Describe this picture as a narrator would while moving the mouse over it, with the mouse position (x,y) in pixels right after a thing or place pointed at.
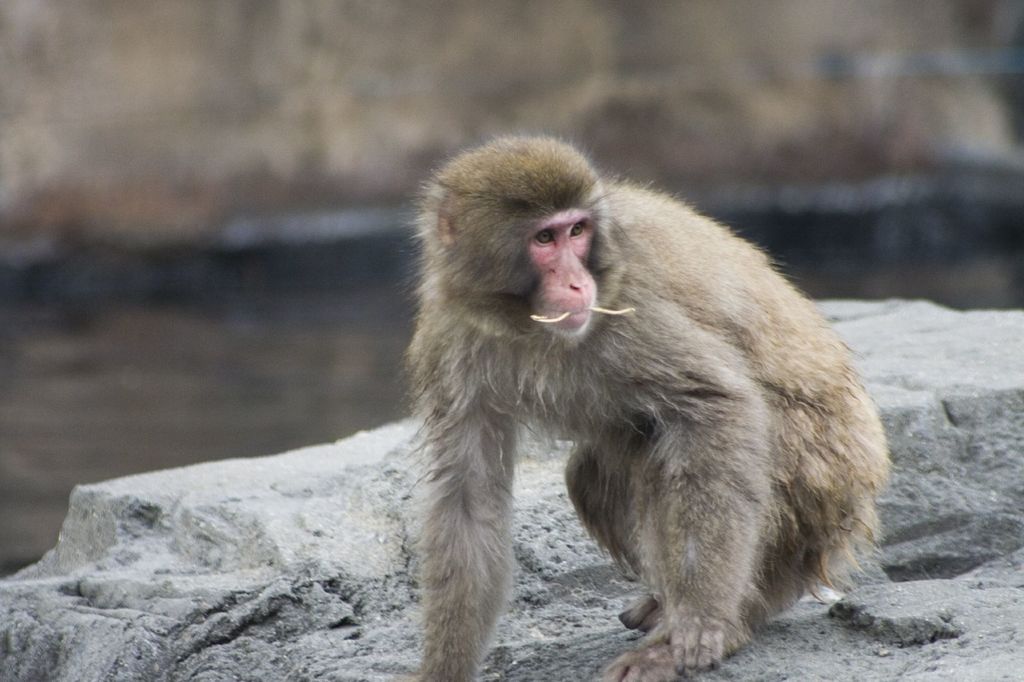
Here we can see a monkey (710,652) and this is rock (378,606). There is a blur background (307,373).
